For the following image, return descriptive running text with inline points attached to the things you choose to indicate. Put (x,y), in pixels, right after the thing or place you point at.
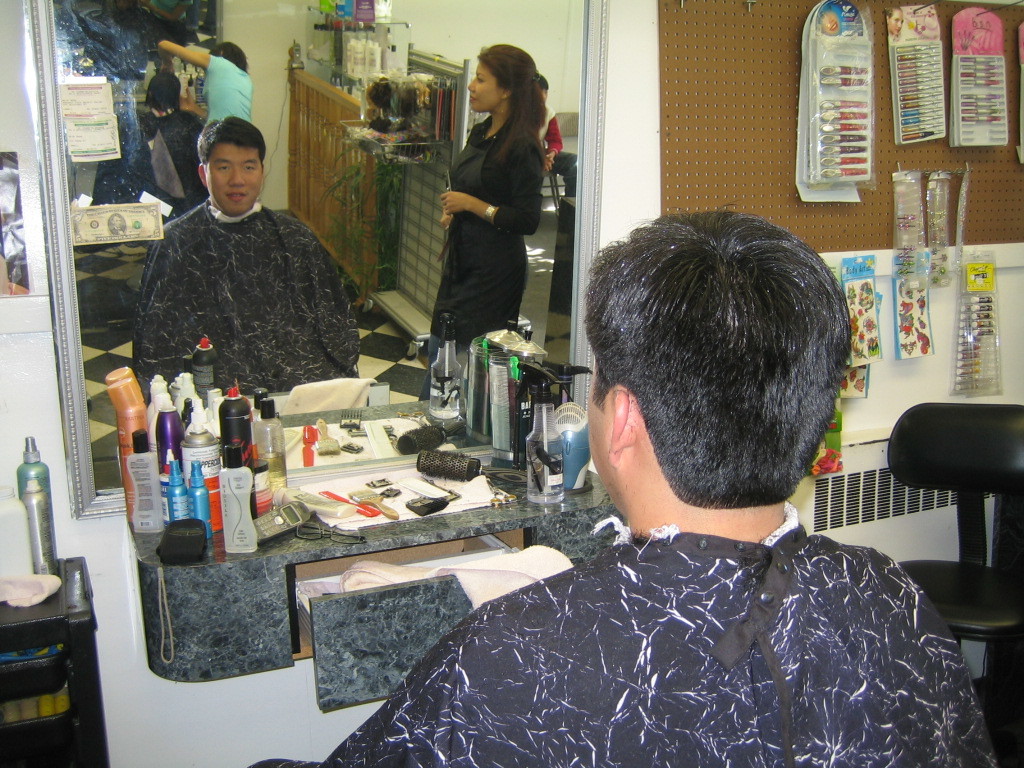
In this picture we can see a man (824,387) who is sitting on the chair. This is the mirror (382,394). On the mirror (285,111) we can see two persons (489,292) standing on the floor (104,321). These are the bottles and this is the chair (951,597).
